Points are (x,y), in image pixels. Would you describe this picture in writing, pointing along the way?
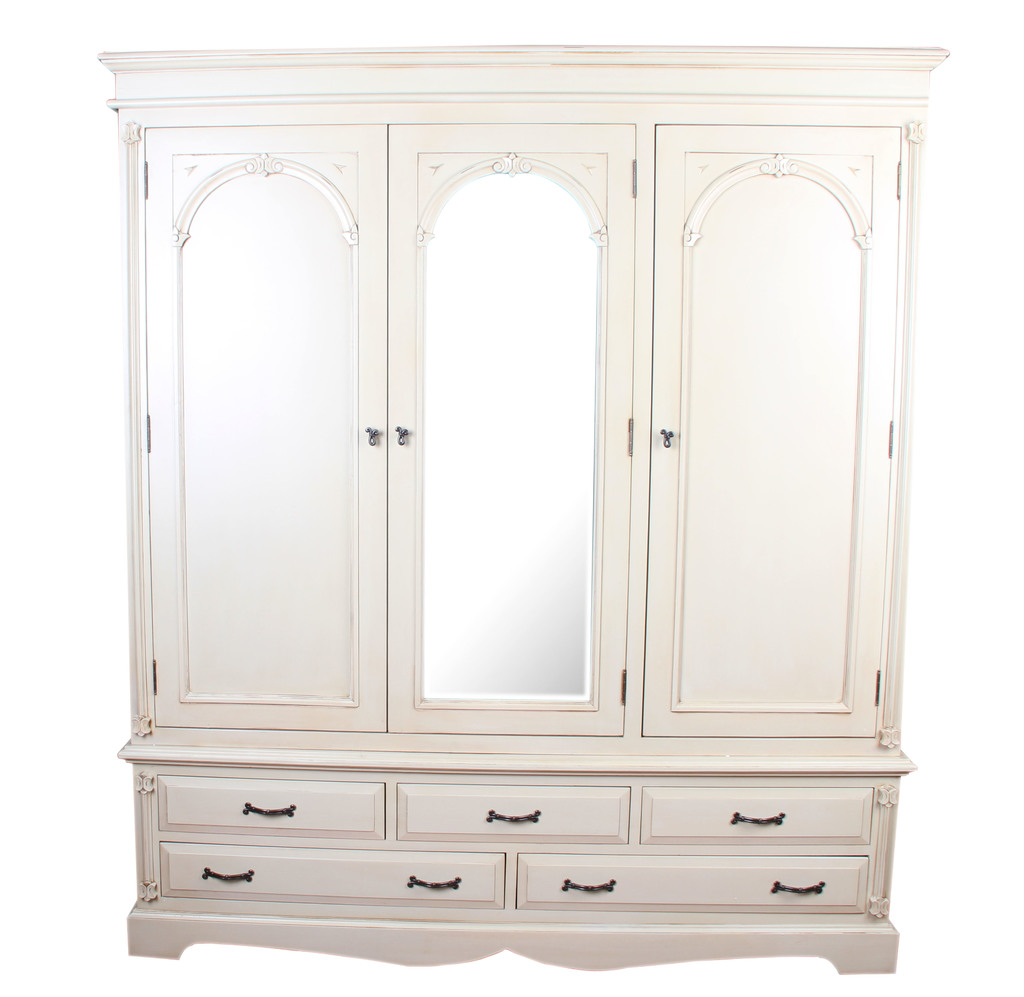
In this image we can see a wardrobe (515,586).
